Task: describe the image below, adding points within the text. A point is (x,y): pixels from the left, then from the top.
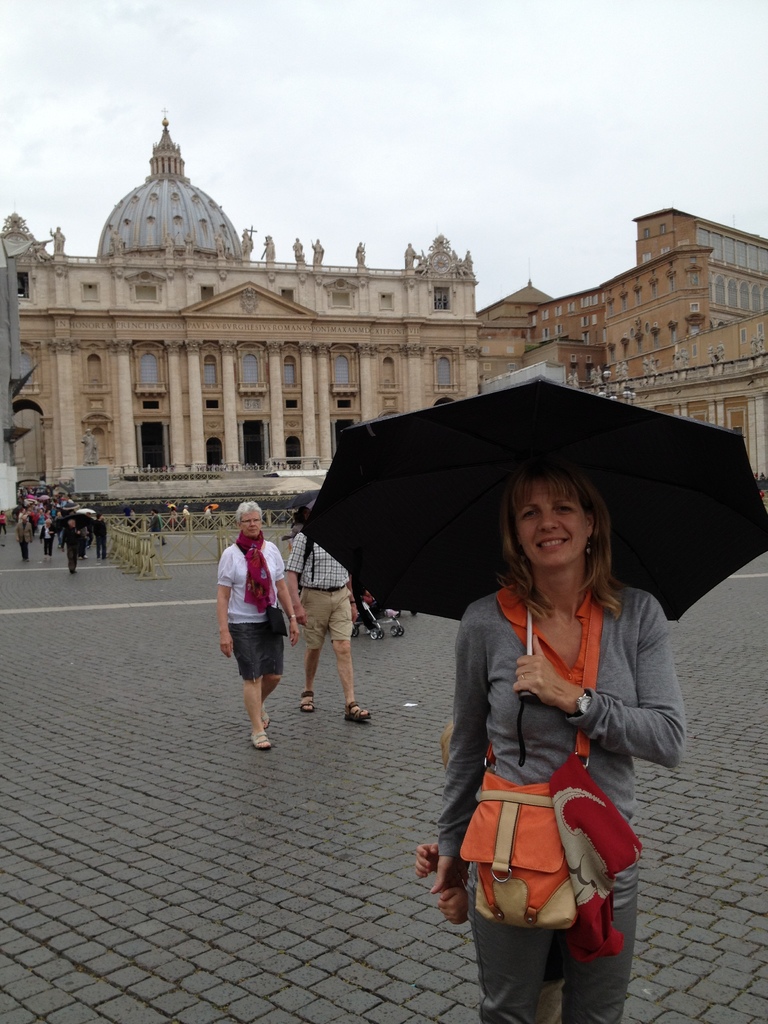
In this image we can see a few people (253,634) on the floor (186,709), some of them are walking and a woman (593,524) is holding an umbrella (512,454) and in the background (405,326) there is a building (232,381), iron railing (170,531) and sky (477,121).
